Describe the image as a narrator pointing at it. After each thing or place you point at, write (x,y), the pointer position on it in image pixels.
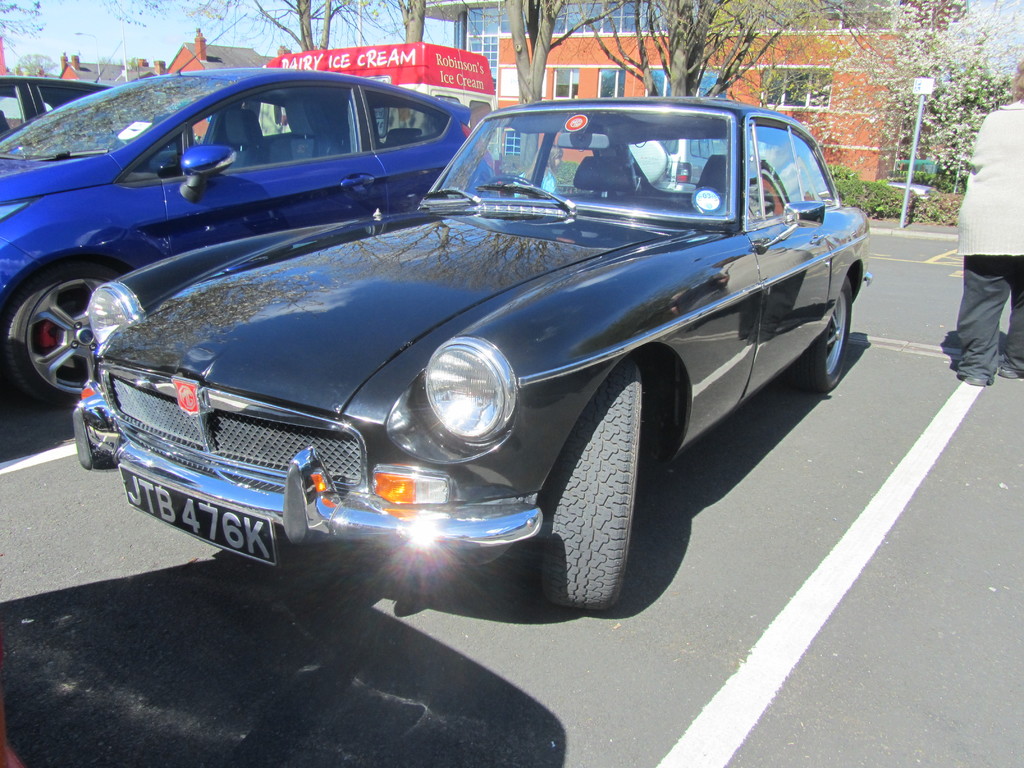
In this image we can see few cars (317,257). Behind the cars (355,232) we can see the buildings (705,93), trees (718,90) and a banner (384,50) with text (467,71). On the right side (918,198), we can see a person (1005,244), pole (909,172) and plants (965,167). At the top (341,10) we can see the sky (263,23).
